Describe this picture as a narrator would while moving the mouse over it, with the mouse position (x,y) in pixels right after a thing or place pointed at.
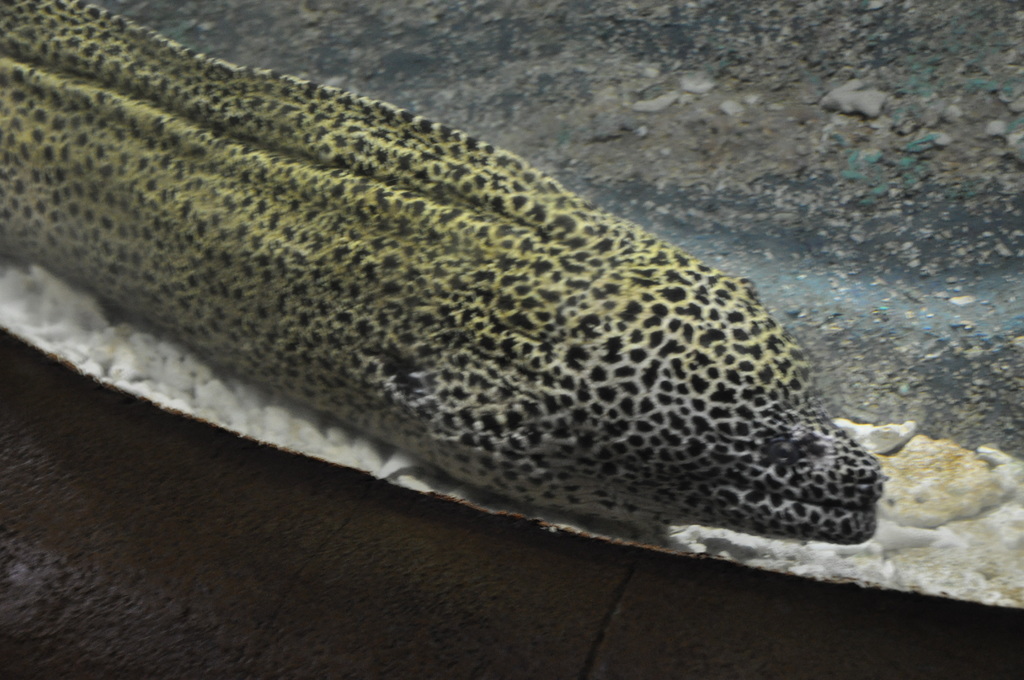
In this picture we can observe a fish (401,227) swimming in the water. The fish (520,276) is in green and black color. In the background (723,156) we can observe stones (839,97) and a ground (789,97).
